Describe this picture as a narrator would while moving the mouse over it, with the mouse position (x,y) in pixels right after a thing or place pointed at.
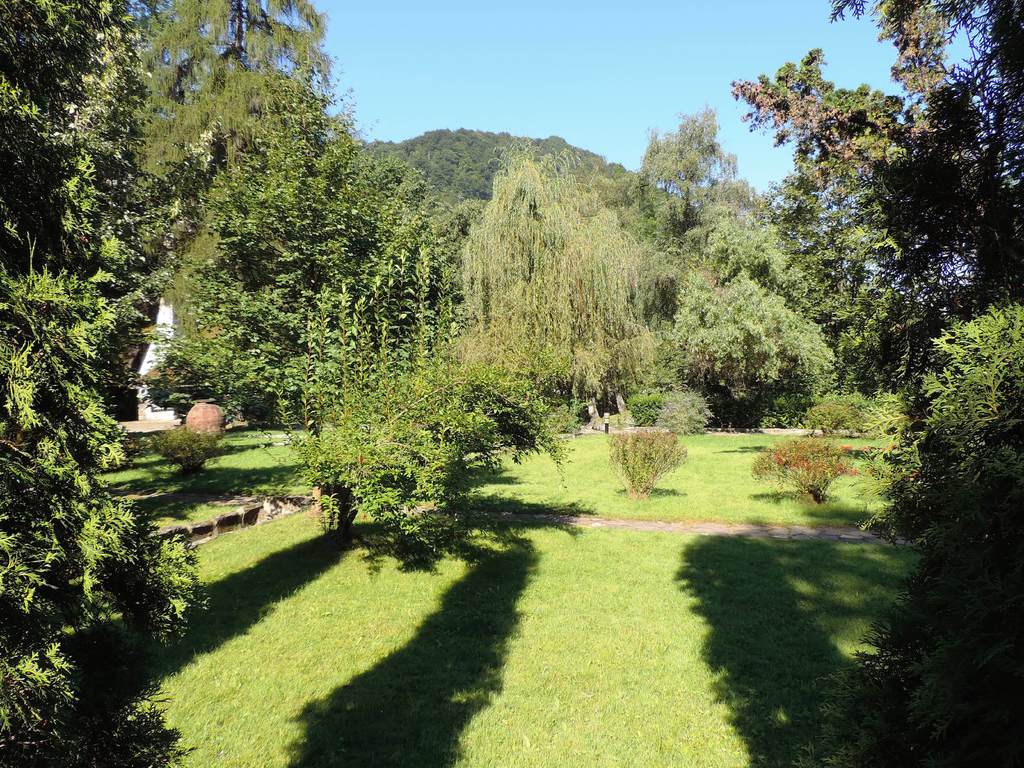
In this image we can see many trees (311,286) and some plants (825,484). Image also consists of a mountain (468,151) with full of trees (443,167). At the top (520,59) there is sky (570,38) and at the bottom (622,662) there is grass (551,649).
